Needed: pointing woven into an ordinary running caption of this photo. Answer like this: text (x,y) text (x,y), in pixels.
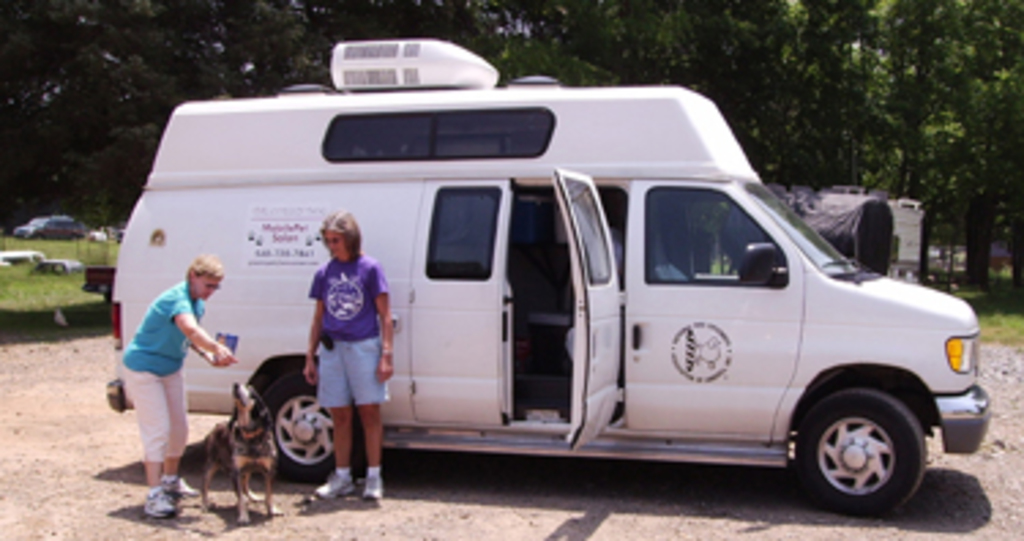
In this image I can see two people (316,347) standing on the ground (262,514). I can also see the dog (255,466) to the side. These are to the side of the white color vehicle (370,214). In the background (140,150) I can see few more vehicles (58,236) and many trees (219,76). These people (323,331) are wearing the different color dresses (336,334).
